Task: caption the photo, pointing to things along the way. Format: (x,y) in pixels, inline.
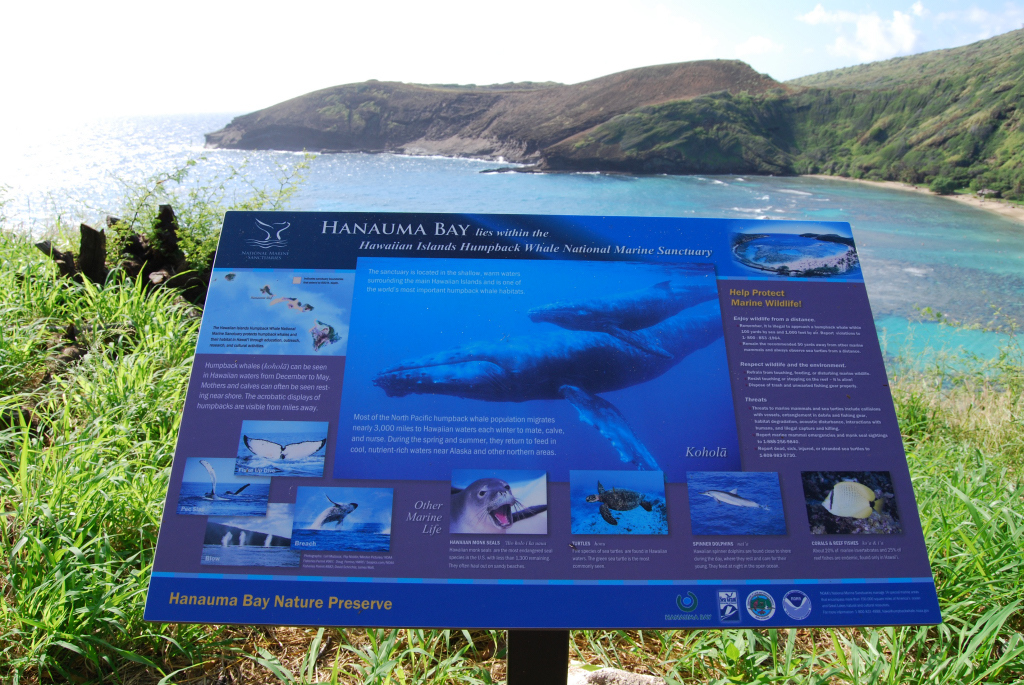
In this image I can see a board (466,411) which is blue in color and I can see few animal pictures (469,500) on the board (503,410). In the background (191,348) I can see some grass (115,348), some water (510,198), a mountain (399,142) and the sky (433,60).
